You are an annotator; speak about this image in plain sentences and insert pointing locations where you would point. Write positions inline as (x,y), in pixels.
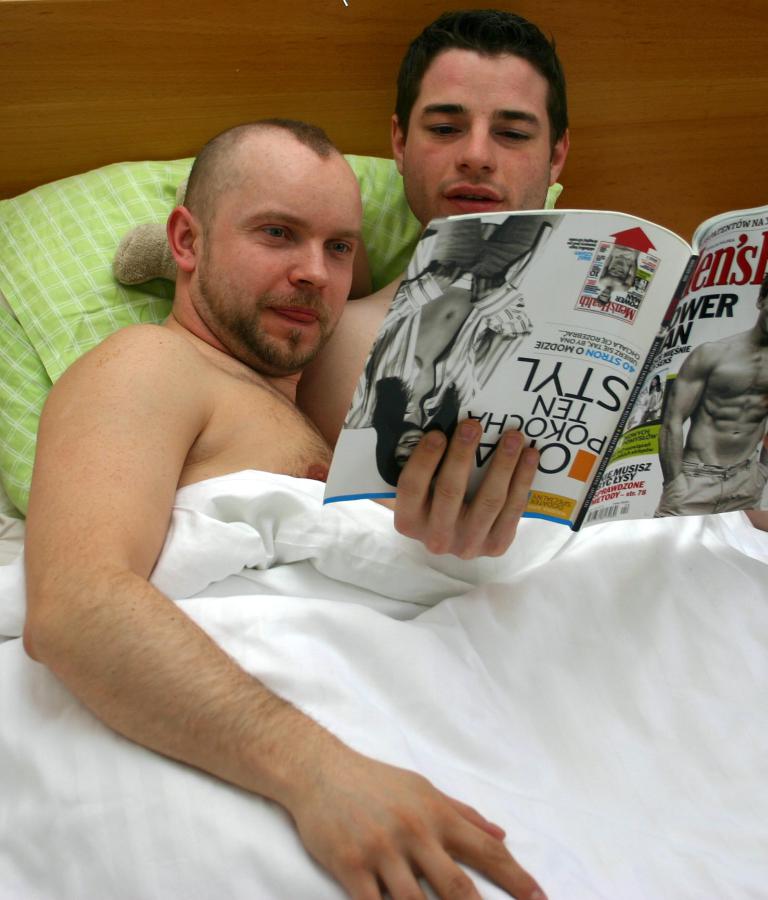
This picture seems to be clicked inside. On the left (212,373) there is a man (224,402) lying on the bed (60,342). In the foreground (456,726) we can see a white color blanket (588,649). On the right (547,170) there is another man (438,195) lying on the bed (620,544) and holding a book (592,336) and we can see the text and pictures (455,364) of persons (455,364) on the top of the book (636,411). In the background (643,93) there is a wall (714,121).
